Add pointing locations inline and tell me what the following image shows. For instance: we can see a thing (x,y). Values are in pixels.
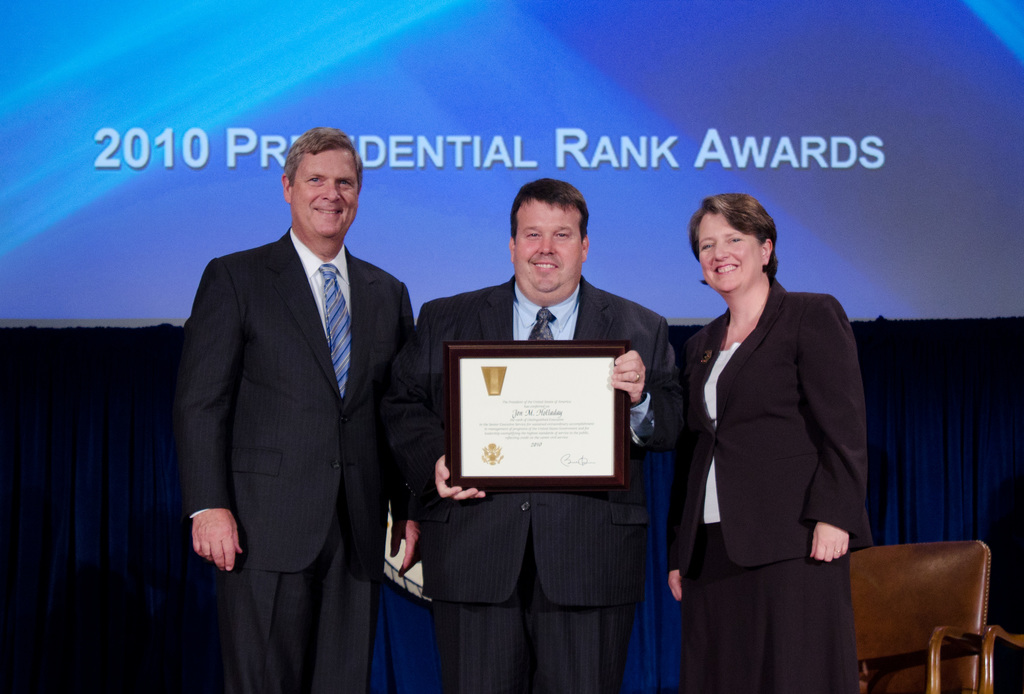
Here we can see two men (334,267) and a woman (694,344) standing. In the background (415,680) there is a screen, cloth (650,509) and chair (961,619) and in the middle (576,389) there is a man (627,385) holding a framed certificate (526,375) in his hands (615,380).
